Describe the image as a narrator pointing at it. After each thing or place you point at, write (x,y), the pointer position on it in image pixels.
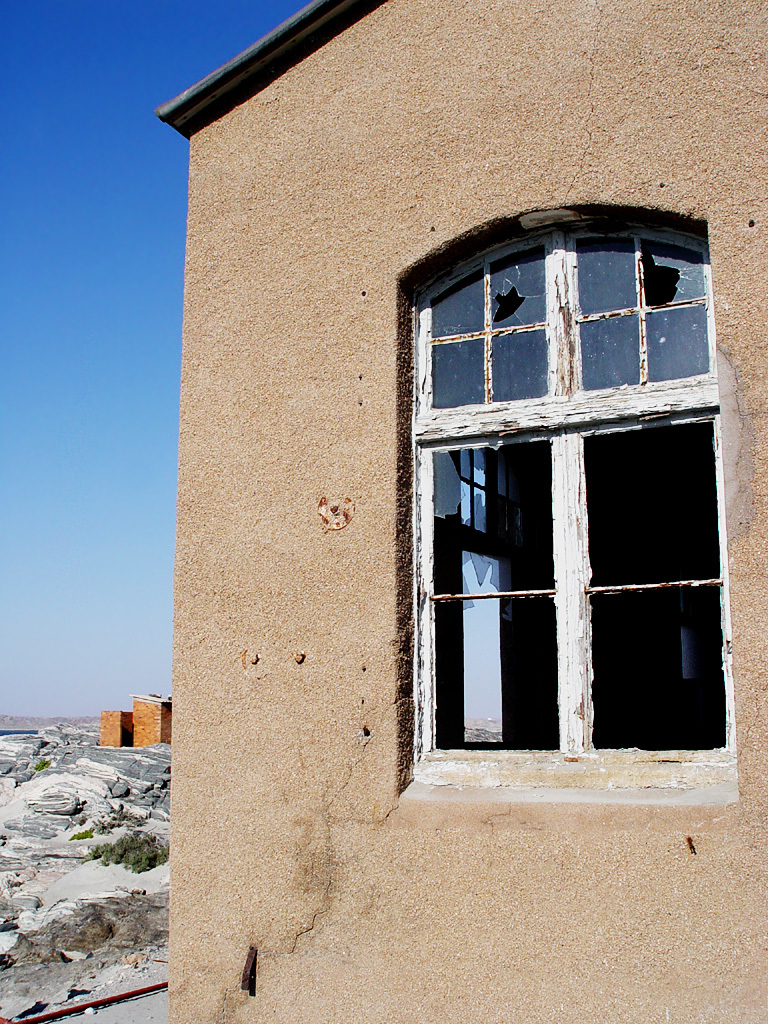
In the middle of the image (457,362) there is a building (252,326), on the building (252,326) there is a window (668,348). Behind the building (467,339) there are some hills (79,865) and plants (96,857). On the left side of the image (172,593) there is sky (109,256).
